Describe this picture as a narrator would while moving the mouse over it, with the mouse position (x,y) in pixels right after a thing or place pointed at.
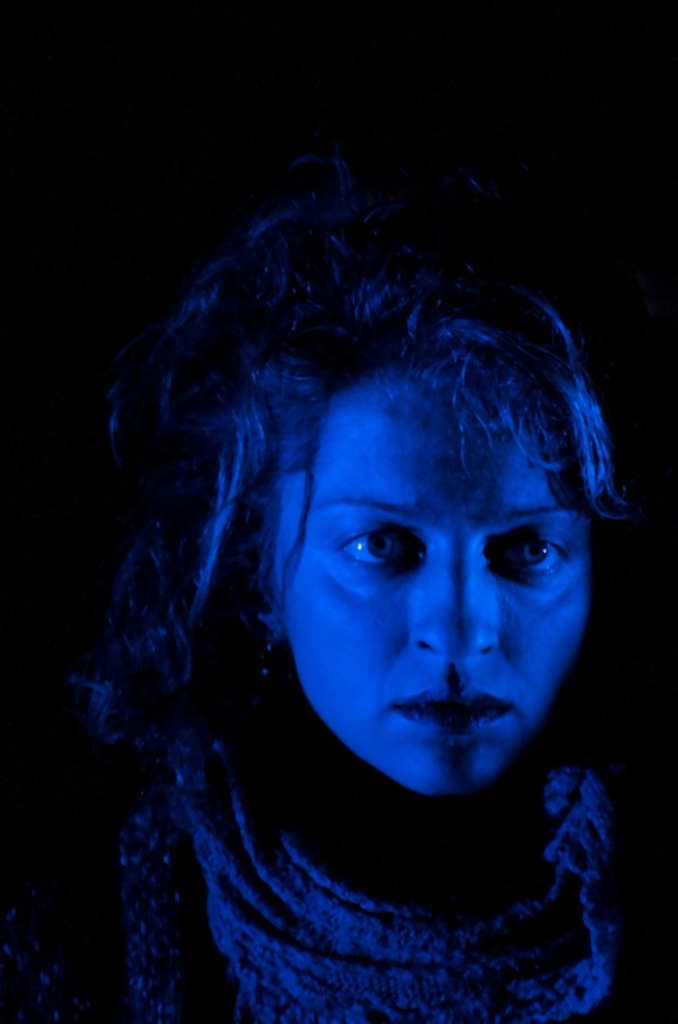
In this image I can see a person (321,504) and I can see dark background (145,132).
